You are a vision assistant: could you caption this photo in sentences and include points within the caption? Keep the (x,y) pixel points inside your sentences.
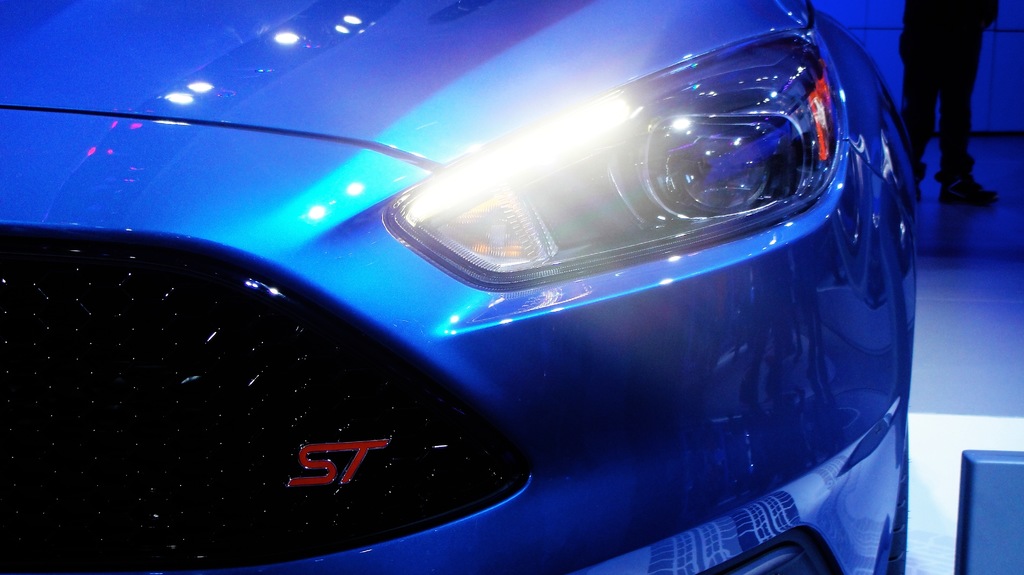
In the image we can see a vehicle headlight (567,254). In the top right side of the image (916,64) we can see legs (961,25) of a person (957,192).
